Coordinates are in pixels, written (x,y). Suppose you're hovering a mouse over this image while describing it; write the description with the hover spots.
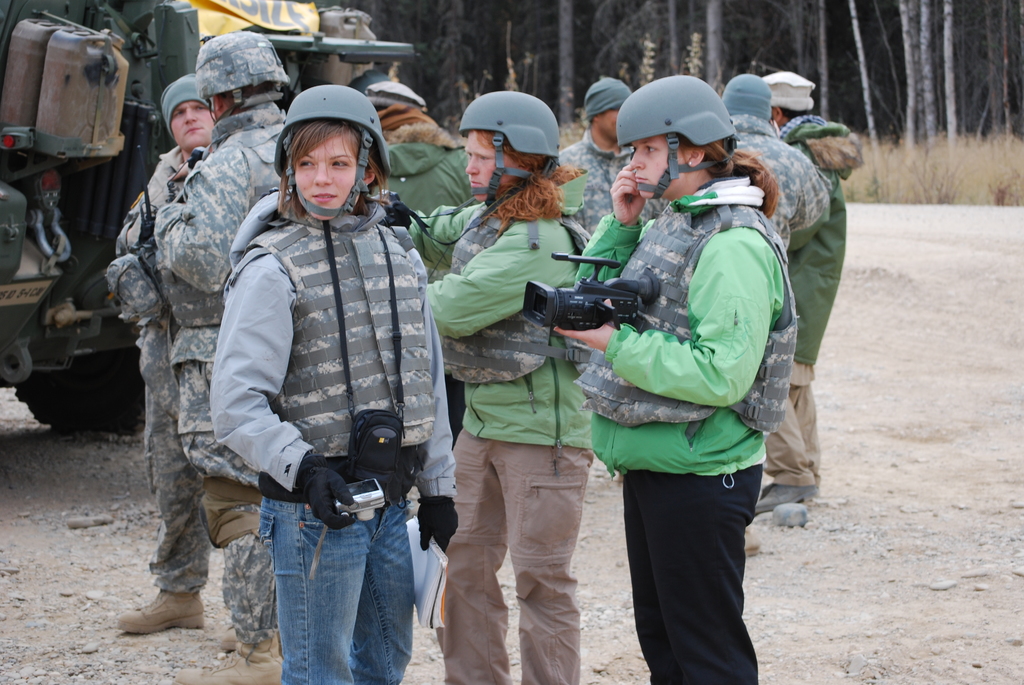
In this picture we can observe some people (222,428) standing on the land (825,330). Some of them are wearing helmets (383,159) on their heads (354,154). Some of them are holding cameras (554,298) in their hands (333,504). We can observe men (236,151) and women (452,220) in this picture. On the left (102,95) there is a vehicle (83,121). In the background (703,35) there are trees (797,44) and grass (877,140) on the ground (942,156).
